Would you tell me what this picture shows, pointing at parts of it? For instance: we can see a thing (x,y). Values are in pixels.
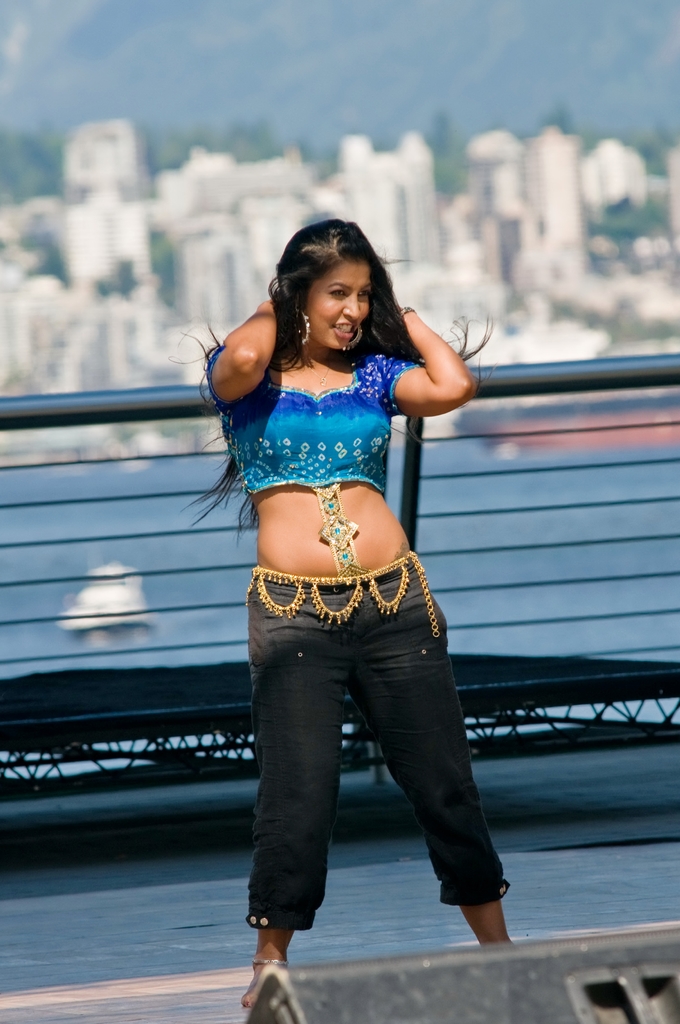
In this picture we can see a woman (300,561) on the floor (201,1016). At the bottom of the image (279,974), there is an object (597,977). Behind the women (308,468), there are buildings (202,161), railing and there is a boat (98,611) on the water (98,646). At the top of the image (231,42), it looks like a hill (414,42).
